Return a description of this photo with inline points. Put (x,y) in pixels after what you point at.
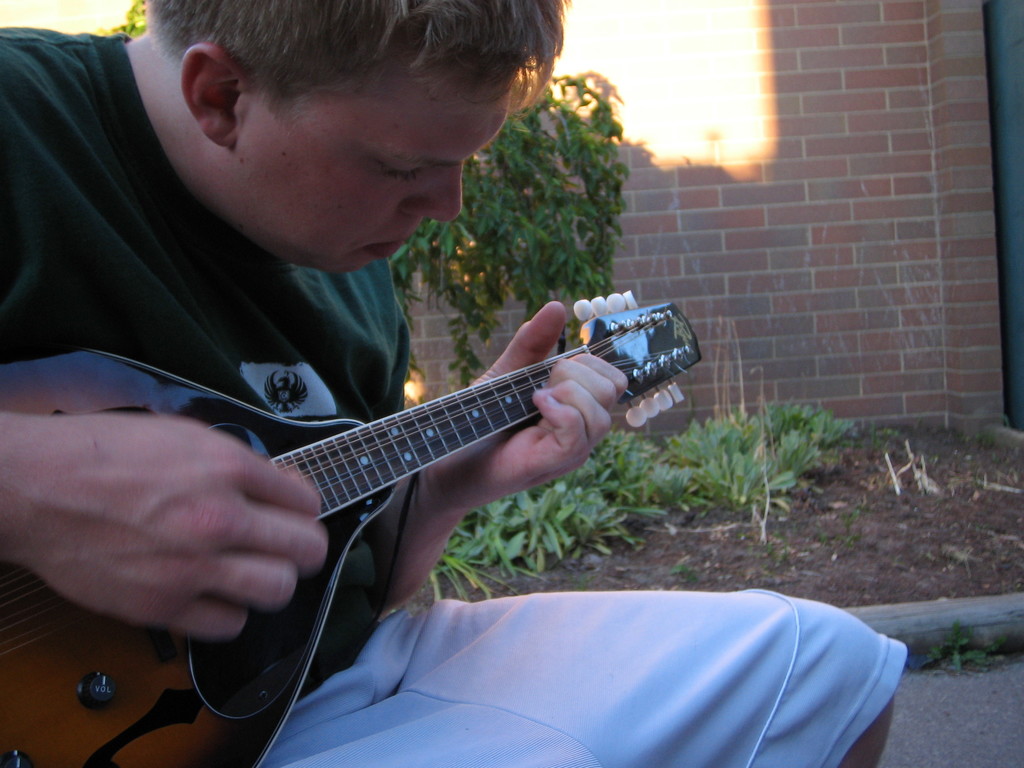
In the image we can see there is a person (294,398) who is sitting and holding a mandolin (6,731) in his hand (279,487) and at the back (831,63) there is a wall (853,166) which is made up of red bricks (889,297).
